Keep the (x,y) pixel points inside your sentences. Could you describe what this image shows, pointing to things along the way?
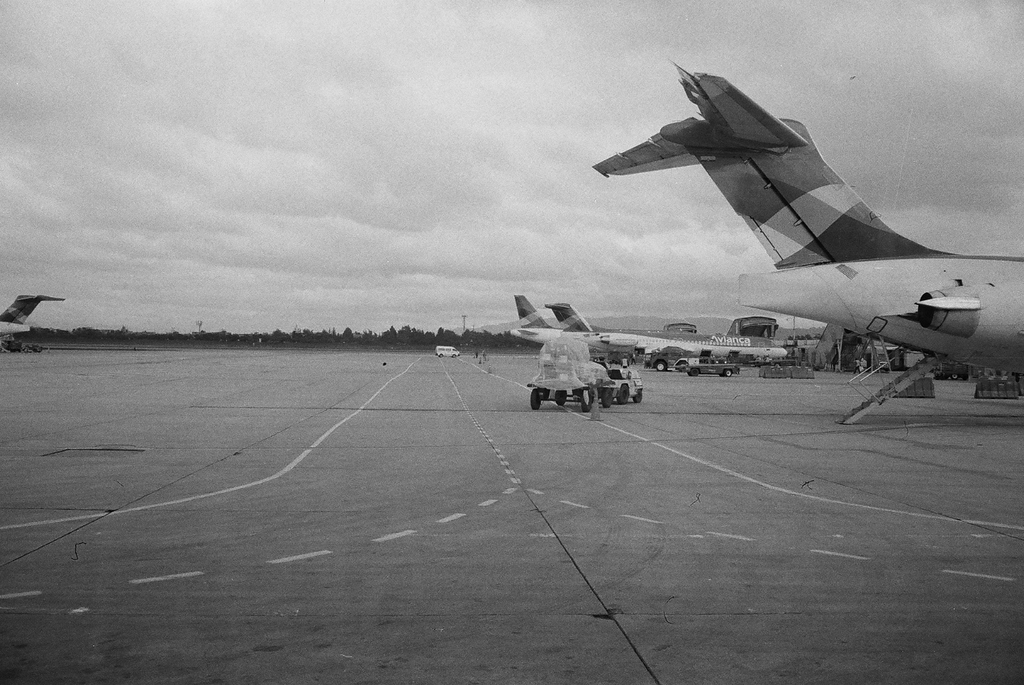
In this picture we can see airplanes (896,329), vehicles (446,351) on the ground (516,496), some objects (597,364) and in the background (265,336) we can see trees (438,336) and the sky (364,136) with clouds (373,139).
